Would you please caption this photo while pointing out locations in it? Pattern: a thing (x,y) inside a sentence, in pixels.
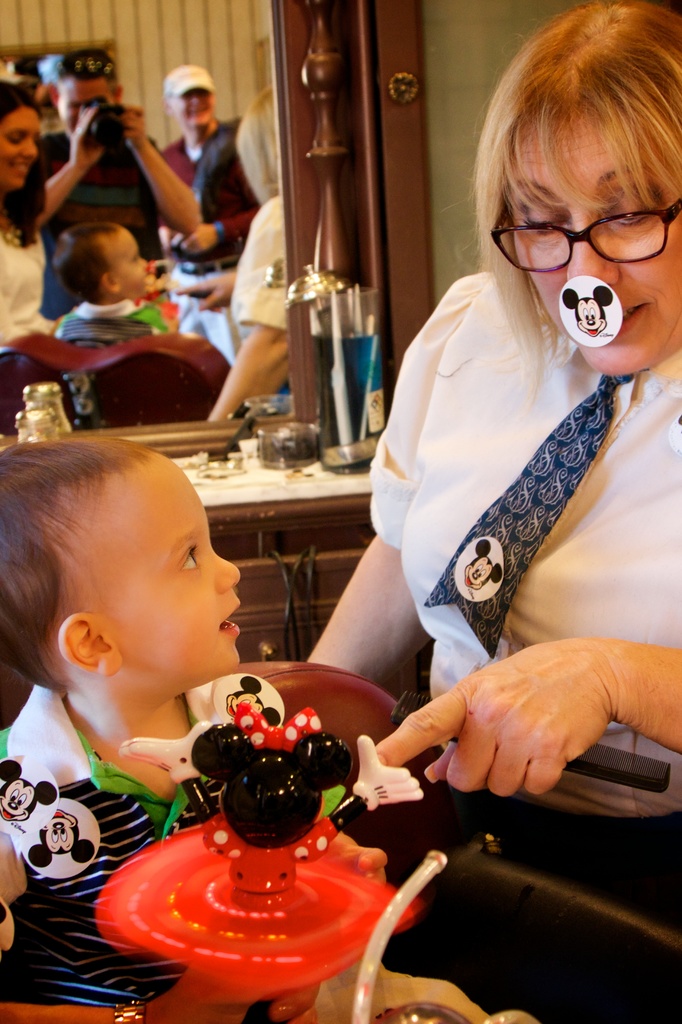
On the left side (67,646), there is a baby (66,785) sitting and holding a toy (330,746). On the right side (654,558), there is a woman (543,277) in a white color t-shirt (505,330), wearing a spectacle (501,240) and having a sticker (607,284) on her nose (597,272). In the background (278,161), there is a mirror (209,184), some objects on a cupboard (328,544) and there is a wall (475,29).
